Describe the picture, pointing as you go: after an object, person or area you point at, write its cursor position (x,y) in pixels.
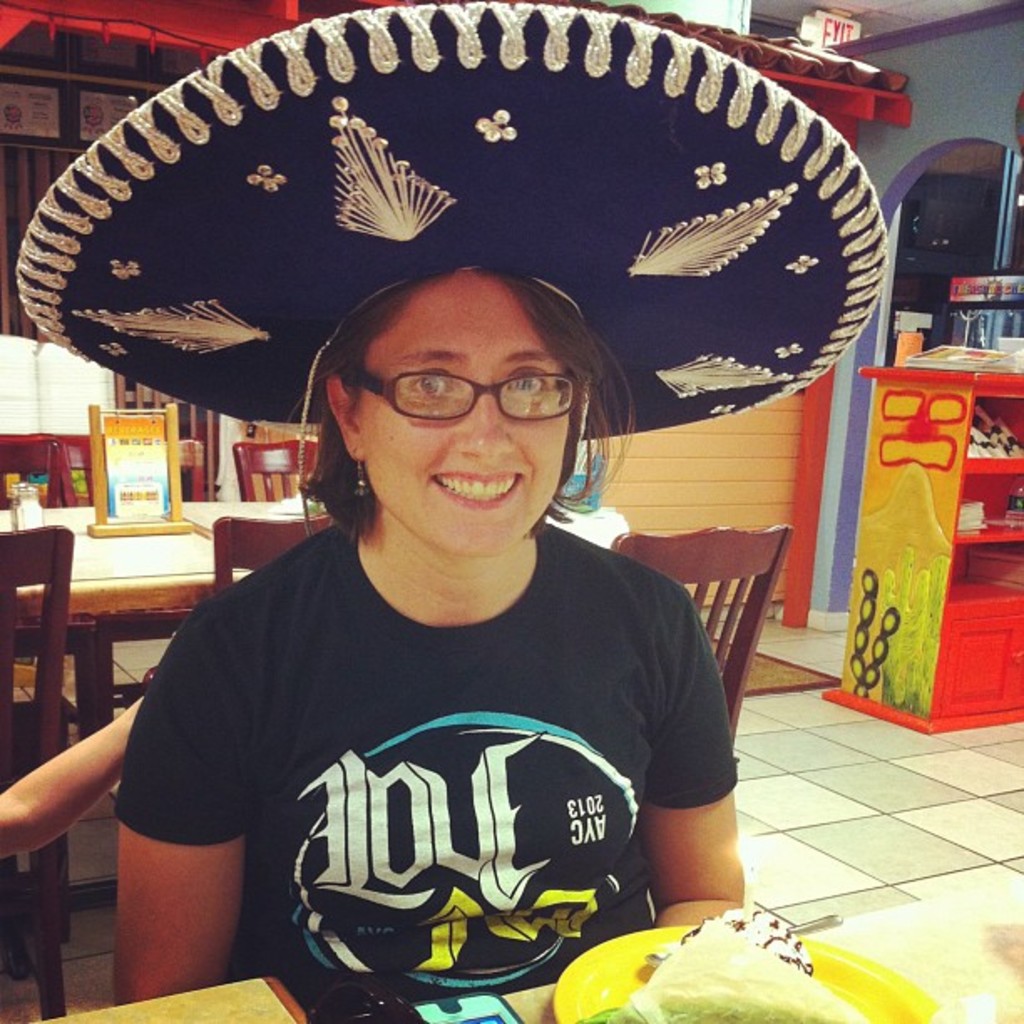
This picture is clicked inside. In the foreground (429,775) there is a person (350,507) wearing t-shirt (577,649), hat (644,201), smiling and sitting and we can see there are some items (749,1002) placed on the tables (110,598) and we can see the wooden chairs (682,559), cabinets (953,403) containing some items (1001,357). In the background (964,73) there is a wall (966,87) and some other items (926,197).
